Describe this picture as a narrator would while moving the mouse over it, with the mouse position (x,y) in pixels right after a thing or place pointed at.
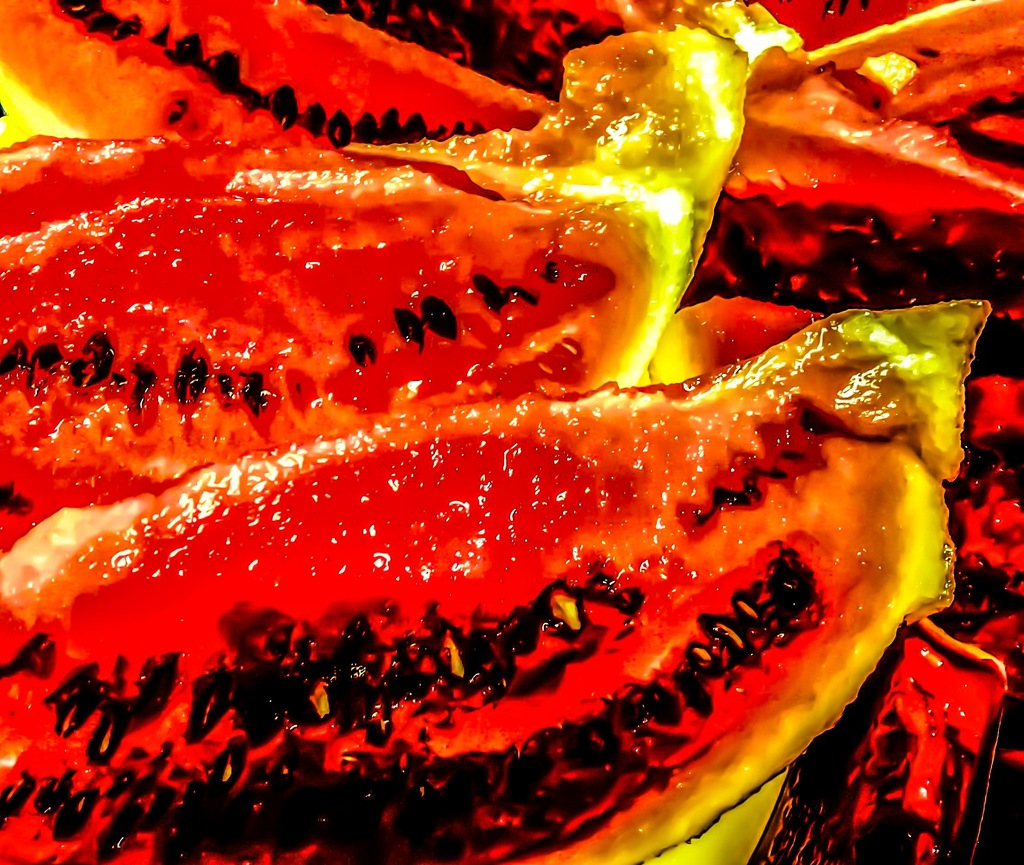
In the image we can see this is a food item (441,502), red, black, yellow and orange in color.
